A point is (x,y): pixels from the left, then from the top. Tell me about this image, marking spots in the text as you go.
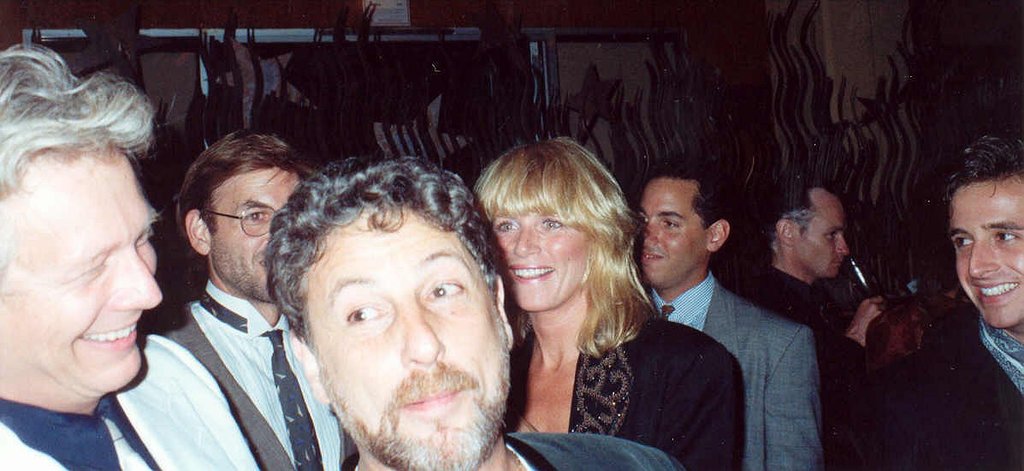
In this picture there are people (478,279) in the center of the image (478,279) and the background (337,63) area of the image is not clear.
